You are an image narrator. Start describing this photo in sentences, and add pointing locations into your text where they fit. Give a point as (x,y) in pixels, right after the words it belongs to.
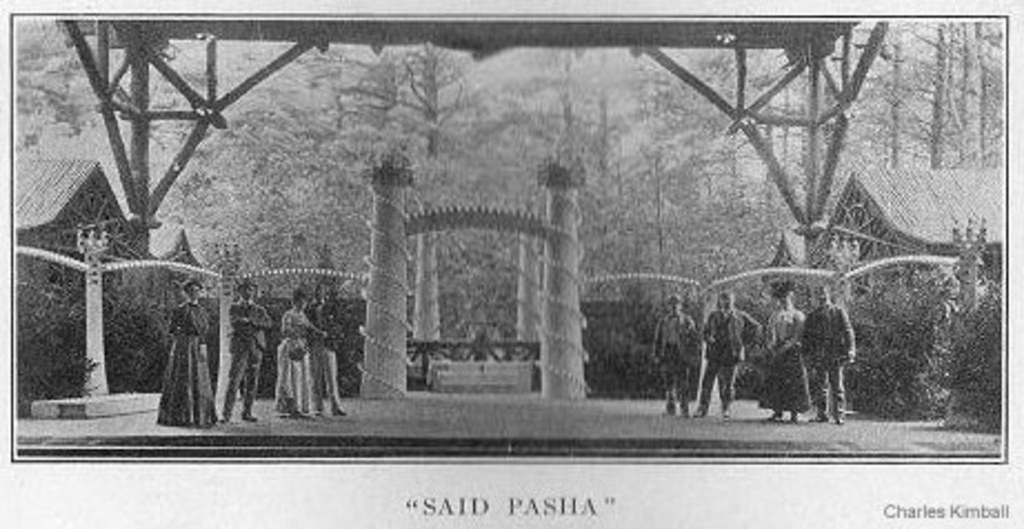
In this black and white image, we can see persons (205,363) standing and wearing clothes (312,390). There is an arch (552,385) in the middle of the image (375,312). There is a hut (102,217) on the left (86,226) and on the right side of the image (921,251). There is an another arch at the top of the image (422,27). In the background (319,161), we can see some trees (693,185). There is a text (607,494) at the bottom of the image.
